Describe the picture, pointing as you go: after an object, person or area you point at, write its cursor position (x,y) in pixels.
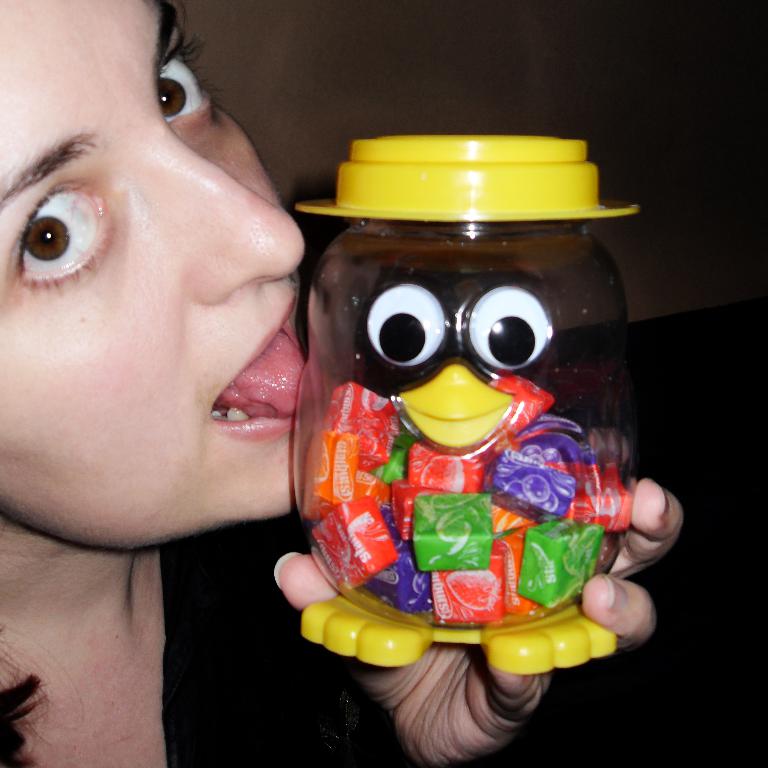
In this image girl (645,592) is holding the bottle (477,301) where candies (358,496) were placed.
